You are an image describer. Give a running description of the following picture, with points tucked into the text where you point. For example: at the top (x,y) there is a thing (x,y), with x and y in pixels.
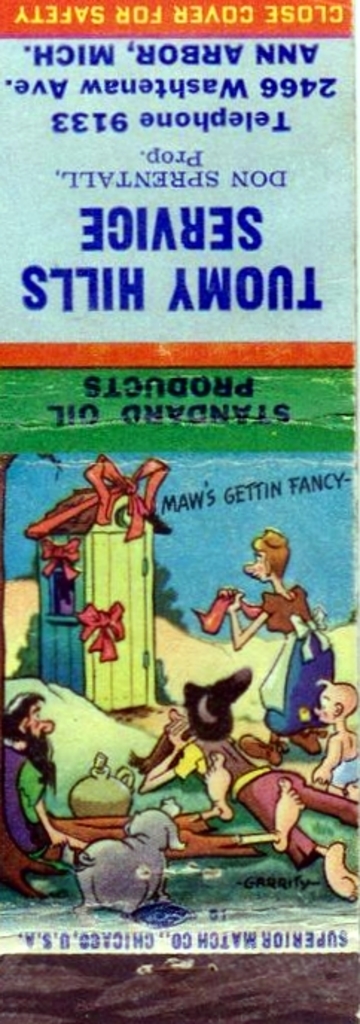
In this picture I can see the poster (195,646). I can see animated pictures (211,725) on it. I can see text (126,281) at the top (162,242).
